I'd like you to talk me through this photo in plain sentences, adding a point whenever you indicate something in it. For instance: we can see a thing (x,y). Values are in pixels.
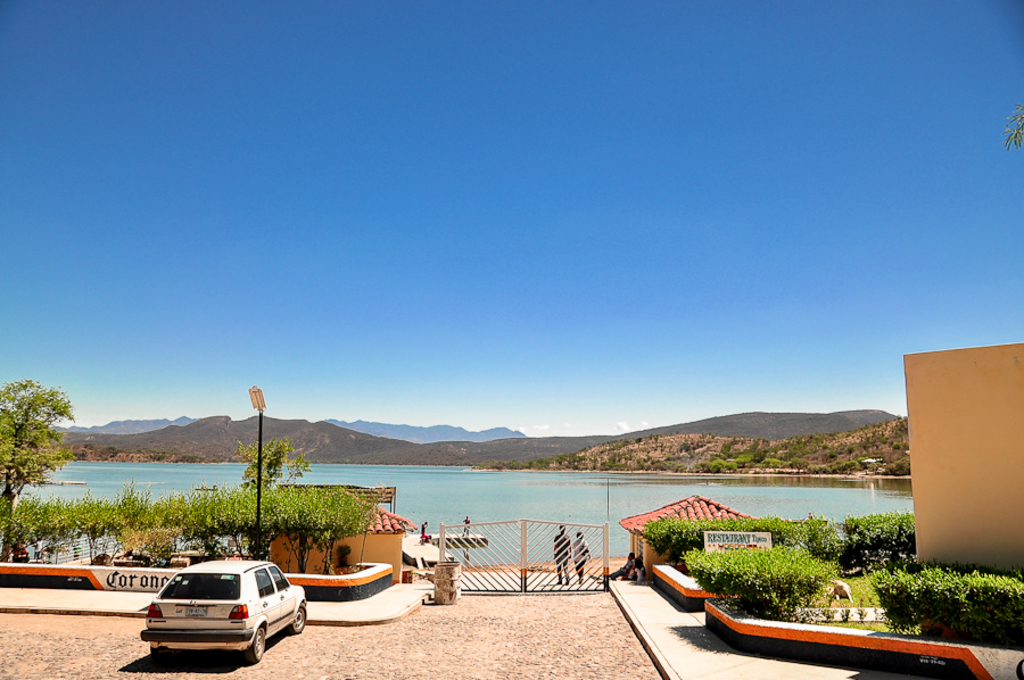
In this picture there is a car (201,579) and there are two persons (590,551) standing behind the gate (585,582) and there are two person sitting at the house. There are buildings (957,451) and trees (267,520) and there is a pole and board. At the back (902,430) there are mountains (527,438) and trees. At the top (688,210) there is sky (603,338) and there are clouds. At the bottom (583,596) there is road (609,616).
